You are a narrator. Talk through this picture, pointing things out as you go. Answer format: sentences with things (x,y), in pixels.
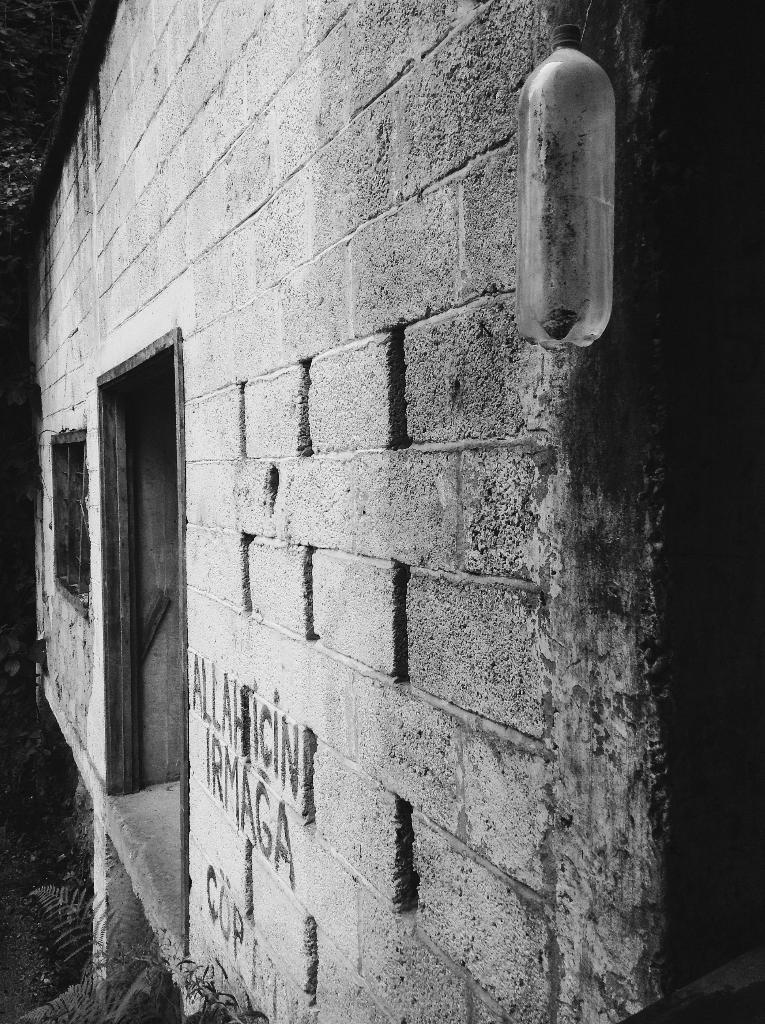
In this picture we can see a wall (356,345) and a bottle (523,275).
